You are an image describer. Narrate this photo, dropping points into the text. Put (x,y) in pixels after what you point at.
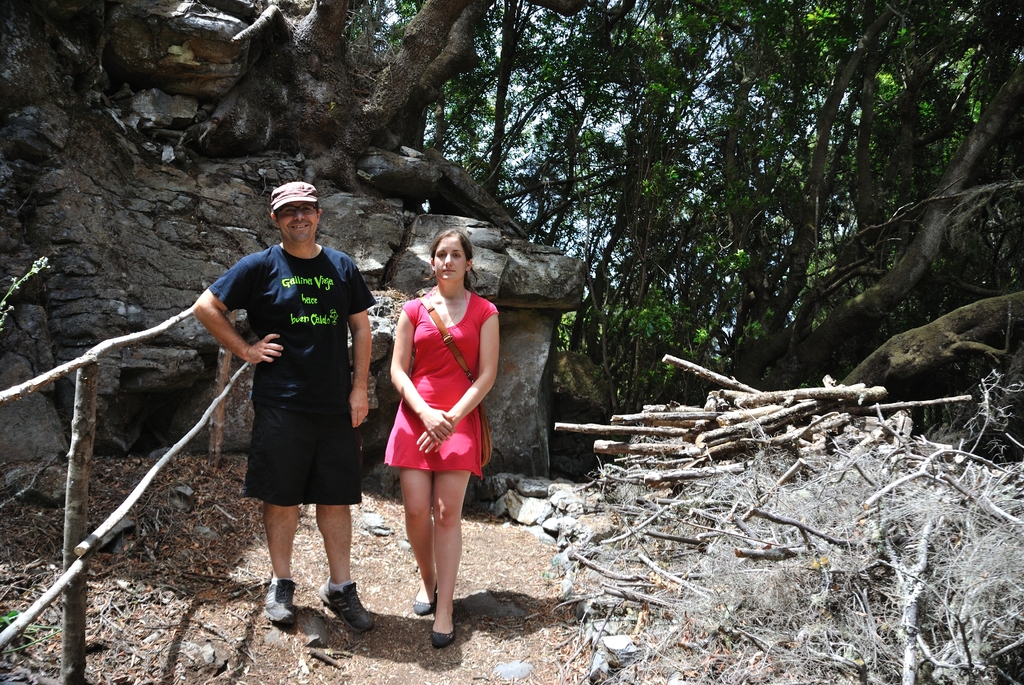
In this image there are trees (782,166) towards the right of the image (871,115), there is a woman (457,308) standing, she is wearing a bag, there is a man (331,379) standing, he is wearing a cap (302,193), there is a wooden fence (84,453) towards the left of the image (34,404), there is a wall (278,177) towards the left of the image (176,211), there is ground (291,644) towards the bottom of the image (329,656), there are objects (587,610) on the ground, at the background of the image (623,126) there is the sky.
